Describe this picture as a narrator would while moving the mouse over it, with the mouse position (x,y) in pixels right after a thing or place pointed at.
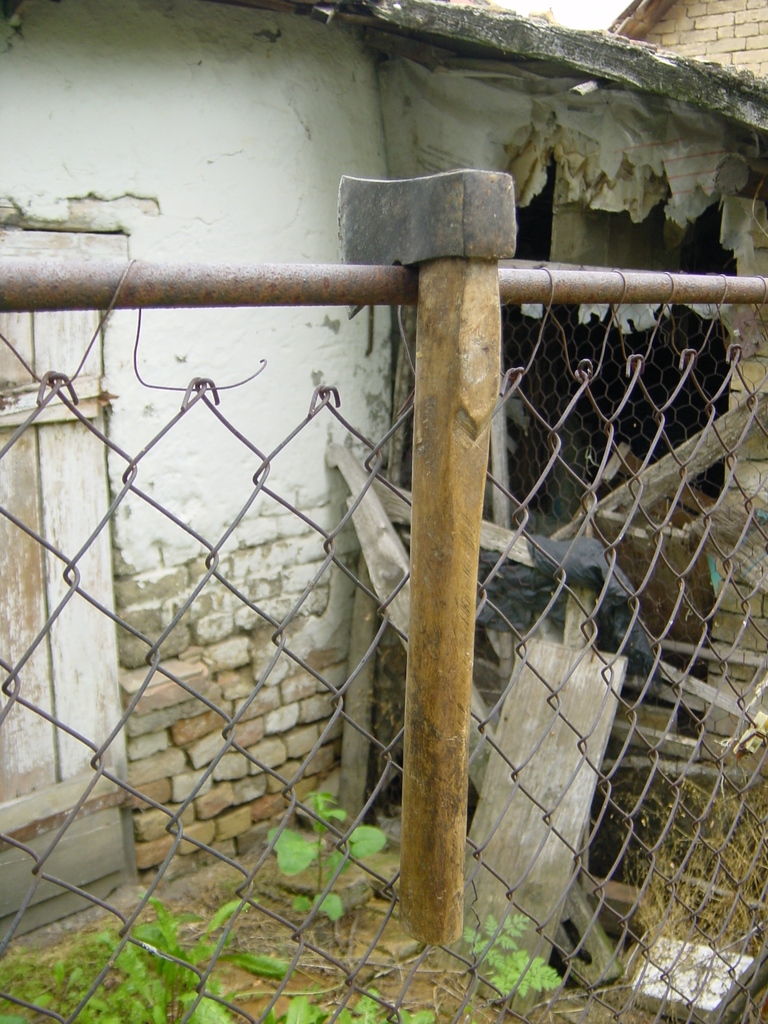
In this picture, there is an axe (446,451) to a fence (576,399). On the top (199,73), there is a building (335,53). At the bottom (54,1023), there are plants (13,1004).
